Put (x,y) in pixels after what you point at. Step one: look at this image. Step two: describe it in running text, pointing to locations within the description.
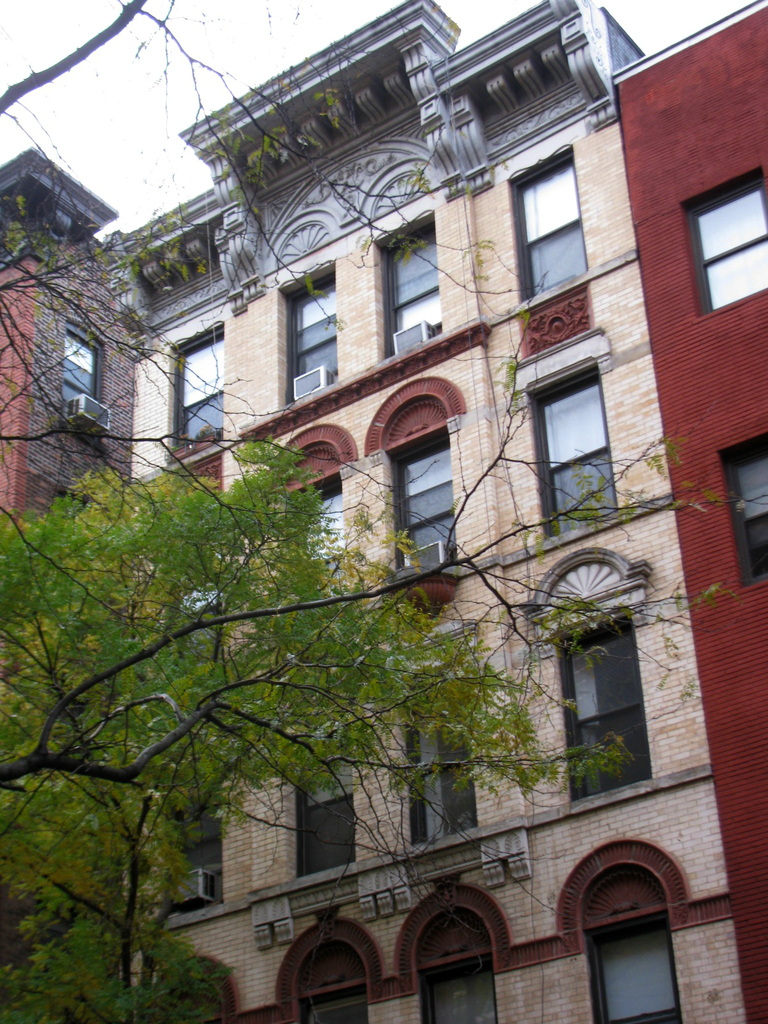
There is a building (579,394) and there is a tree (259,592) in front of it.
